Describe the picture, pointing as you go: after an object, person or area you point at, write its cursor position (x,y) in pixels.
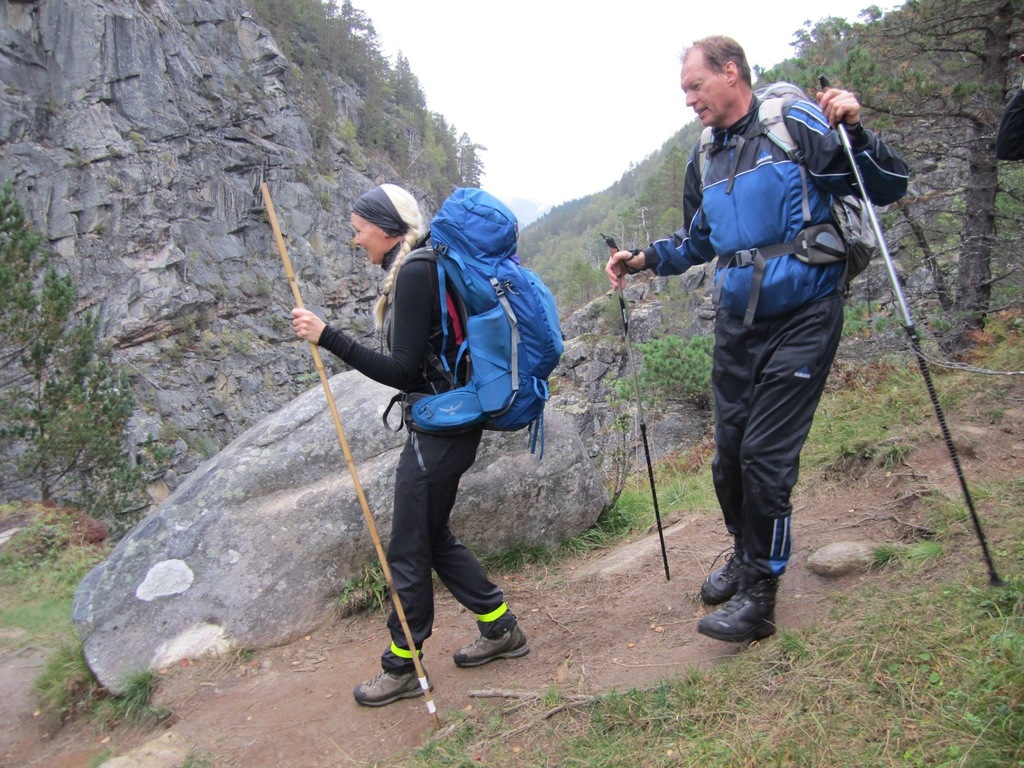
These people (415,326) wore bags (507,301) and holding sticks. In this image we can see a mountain (178,199), rocks (189,496), grass (837,397) and trees (59,361). Background (581,64) there is a sky (550,197).
